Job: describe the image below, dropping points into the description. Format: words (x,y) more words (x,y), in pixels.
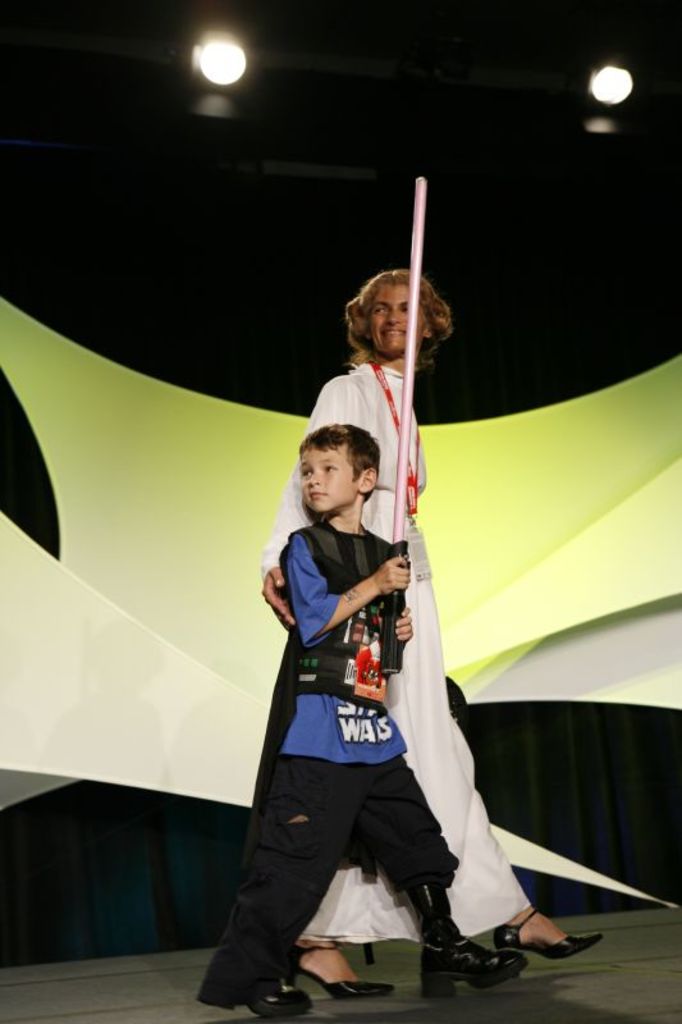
This picture seems to be clicked inside. In the foreground (425,722) there is a kid (342,659) holding an object (413,265) and a person (385,445) walking on the ground (407,950). In the background (172,437) there is an object (572,465) and we can see the focusing lights (611,65) and the curtains (119,937).
